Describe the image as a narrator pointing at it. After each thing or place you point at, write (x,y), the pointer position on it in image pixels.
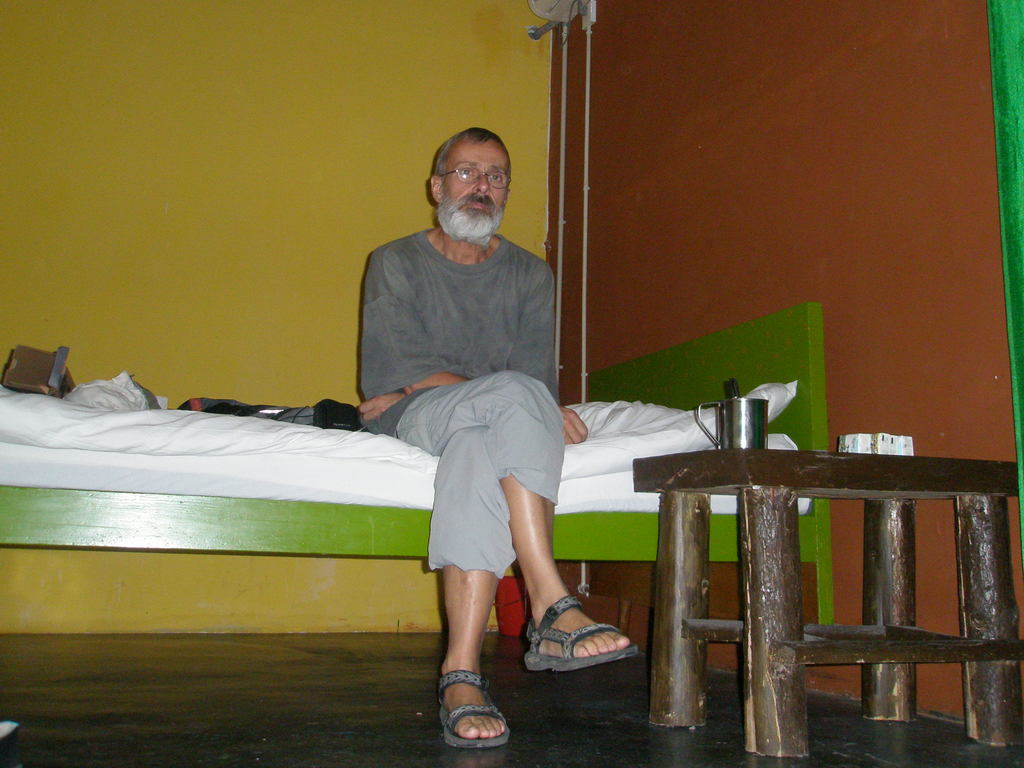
In this image I can see a person (380,336) is sitting on a bed (365,465) and a wooden stool (774,586) on which some objects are there. In the background (843,586) I can see a wall (655,152) and some objects (564,164). This image is taken may be in a room (583,492).
